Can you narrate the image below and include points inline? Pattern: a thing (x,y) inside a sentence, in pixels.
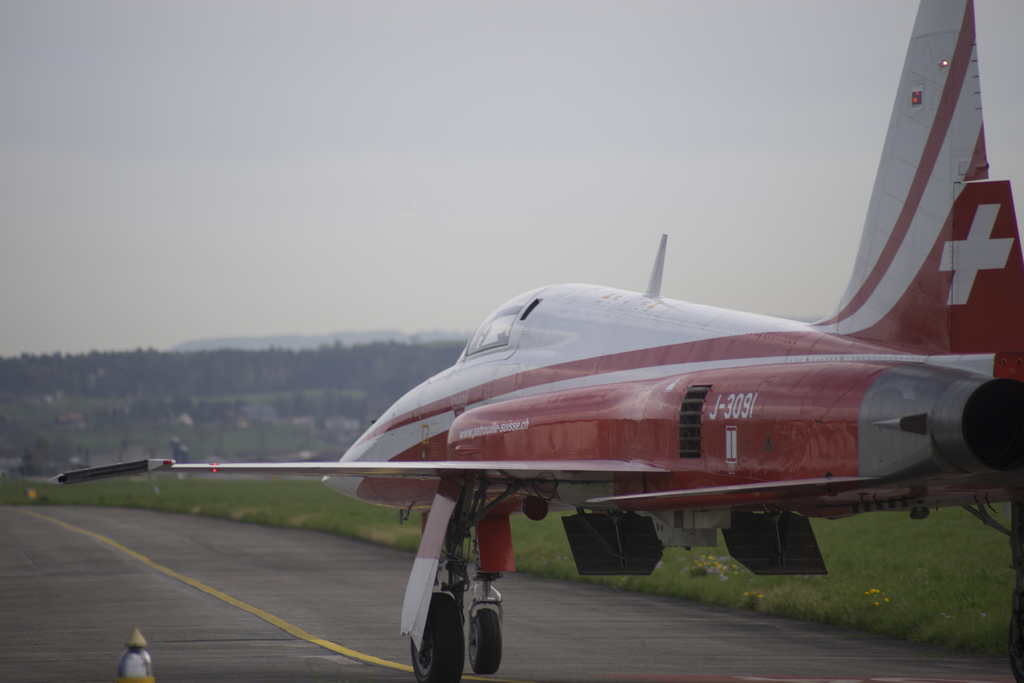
In this picture we can see an airplane (588,299) on the ground (345,549), trees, grass (906,586) and in the background (53,80) we can see the sky (618,203).
